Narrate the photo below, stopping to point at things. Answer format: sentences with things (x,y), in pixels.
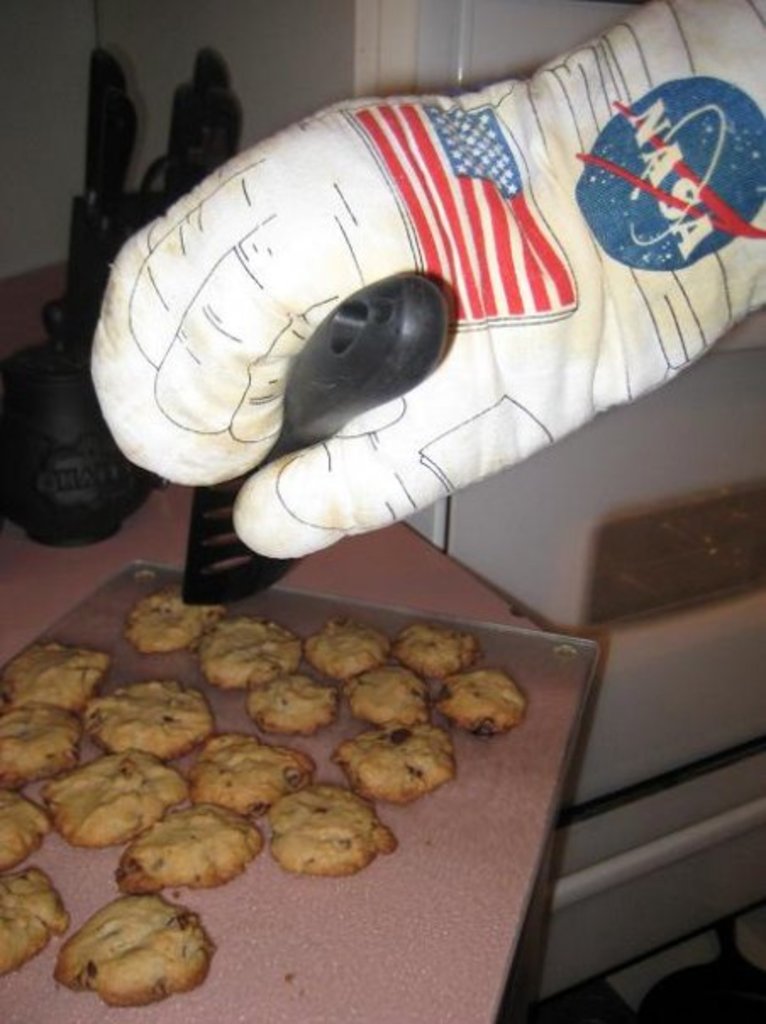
This image is taken indoors. In the background (628,571) there is an oven (661,616). On the left side of the image (151,505) there is a table (142,546) with a tray (496,758) of cookies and a few objects (61,436) on it. On the right side of the image (601,256) there is a hand (583,231) of a person (458,222) with a glove (617,166) holding a spatula (421,370).
